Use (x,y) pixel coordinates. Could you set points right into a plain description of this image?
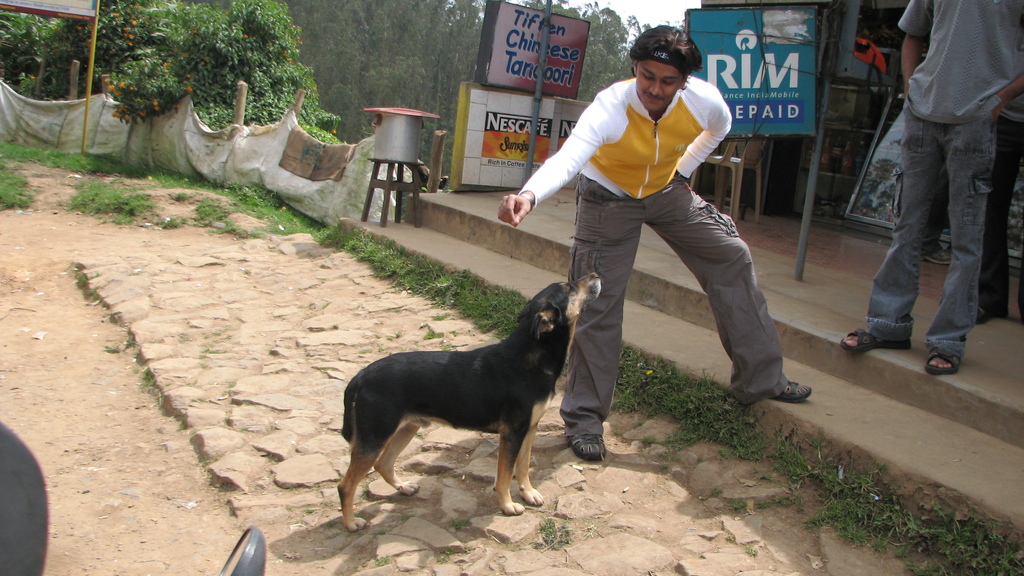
In this picture I can see there is a man (692,202) standing and there is a dog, beside him. There is another person (968,141) standing on the stairs (421,251) to the right side (1000,7), there is a general store (891,206) on the right side (751,97), few banners (737,98), poles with a board (532,76), there is grass (251,204), soil (137,397), rocks (238,388) on the floor (102,247) and there are trees (219,83) in the backdrop (183,70) and the sky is clear at right side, there is a black color object (29,511) at the left side (19,486) bottom corner of the image (21,566).
